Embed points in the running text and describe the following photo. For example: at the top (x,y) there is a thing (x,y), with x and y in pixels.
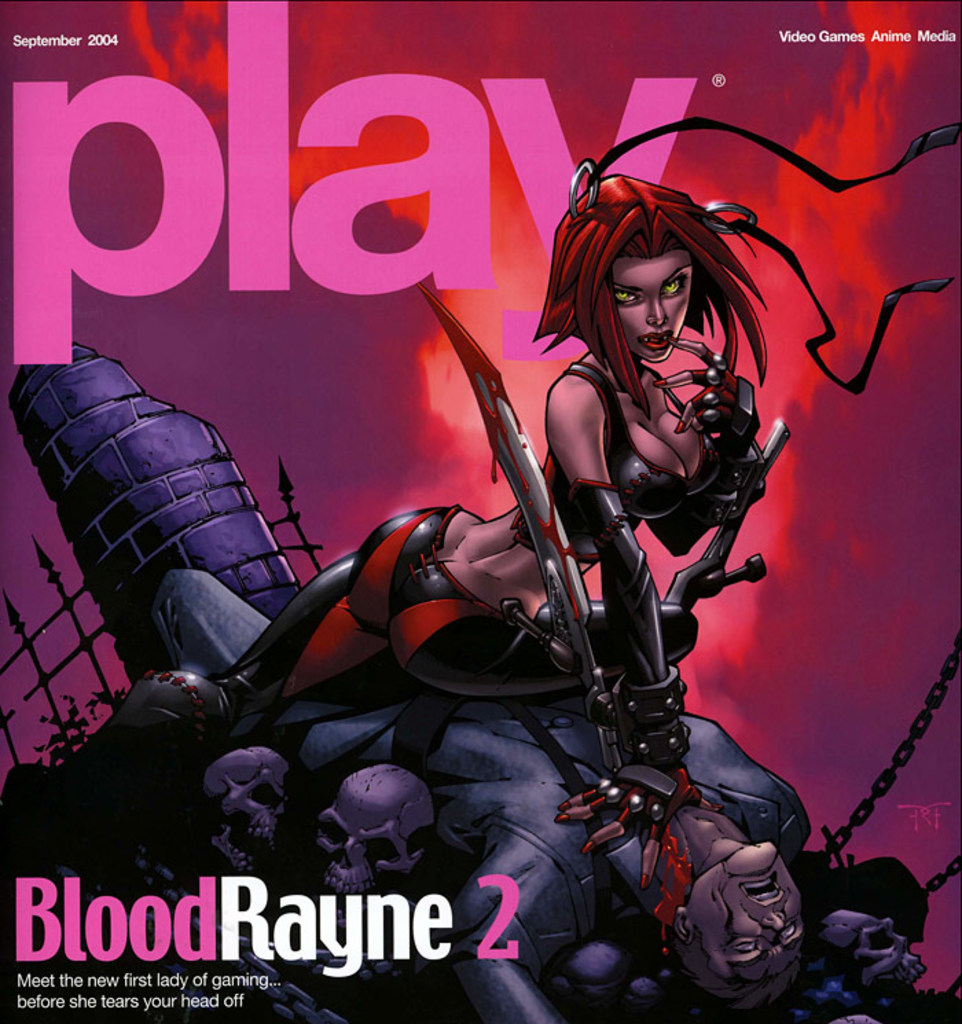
Animated picture. In this animated picture we can see people (616,355), weapons (723,524), chains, fence (51,620) and plant (73,728). Something written on this animated picture. These are skulls (248,801).
